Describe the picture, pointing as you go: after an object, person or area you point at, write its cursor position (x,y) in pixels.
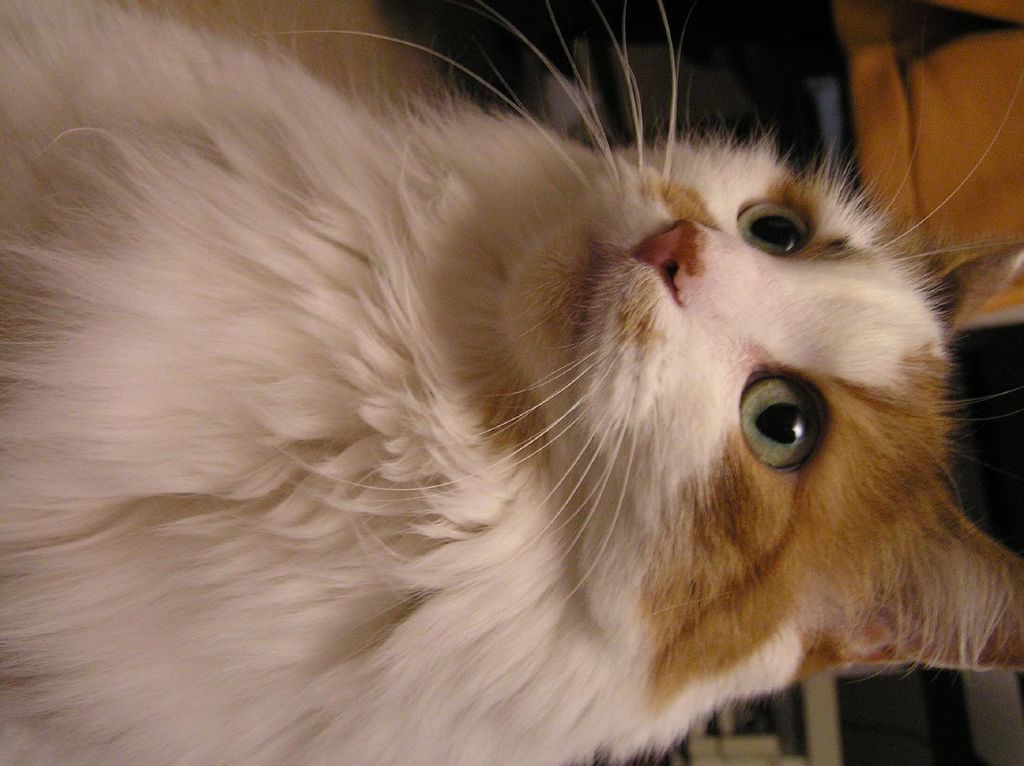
In this picture there is a white cat (579,535) in the foreground (542,460). At the back (970,31) there are objects (622,121). At the bottom (1018,621) there is the cat's fur (14,327).
